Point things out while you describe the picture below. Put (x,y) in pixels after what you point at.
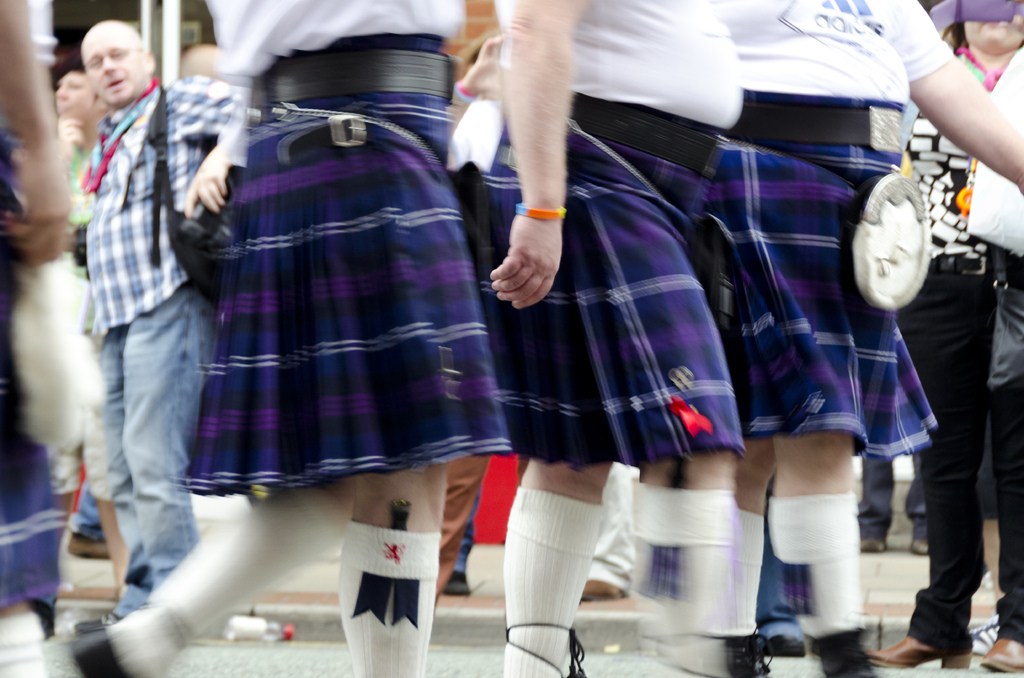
In this image we can see three persons (615,179) wearing white t shirts (845,67) and blue color skirts (568,296) and walking on the road (466,657). In the background (169,257) we can also see the people (148,468).
